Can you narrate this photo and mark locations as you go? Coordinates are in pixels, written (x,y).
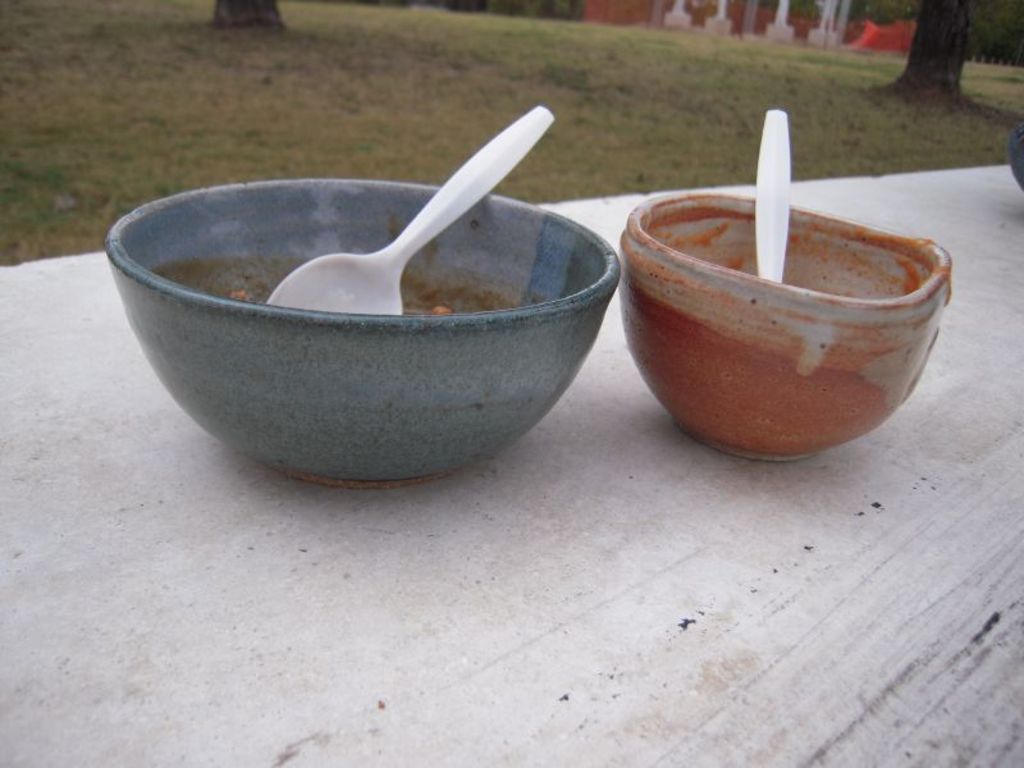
There are two bowls (506,255) in which there are spoons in the foreground (595,277), there are trees (266,15), grassland (632,118), it seems like a house (727,32) in the background area (674,4).
